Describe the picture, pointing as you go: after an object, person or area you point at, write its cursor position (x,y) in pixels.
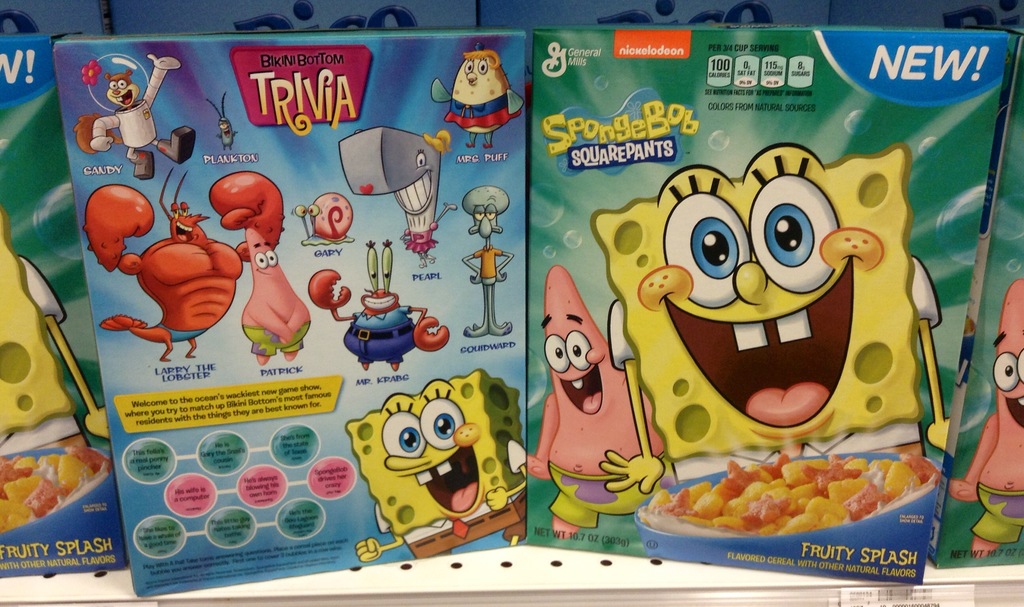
In this image I can see few boxes (353,269) and on these boxes (521,279) I can see number of cartoon characters (647,307). I can also see something is written on these boxes (644,367).
